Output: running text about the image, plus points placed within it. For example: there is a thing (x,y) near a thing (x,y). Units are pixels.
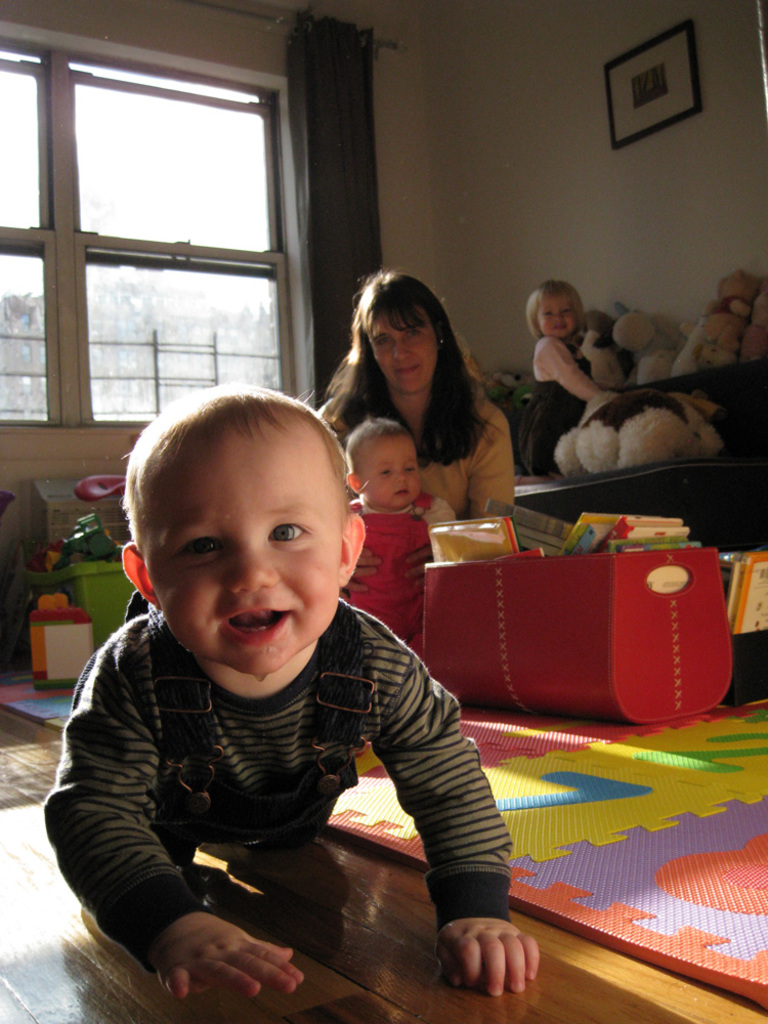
In the foreground of the picture (283,486) I can see a baby (309,834) crawling on the floor (451,991) and there is a smile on the face (241,493). In the background (457,423), I can see a woman (420,369) and she is holding a baby (378,467). It is looking like a mat (669,742) on the floor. There is a bag (613,607) on the mat (687,743) and there are books (675,582) in the bag (621,558). There is a baby girl (530,432) sitting on the sofa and there are teddy bears (734,322) on the top right side (735,337). I can see the glass window (118,200) and curtain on the left side (215,242). There is a photo frame (655,113) on the wall (671,23) on the top right side of the picture (661,52).
